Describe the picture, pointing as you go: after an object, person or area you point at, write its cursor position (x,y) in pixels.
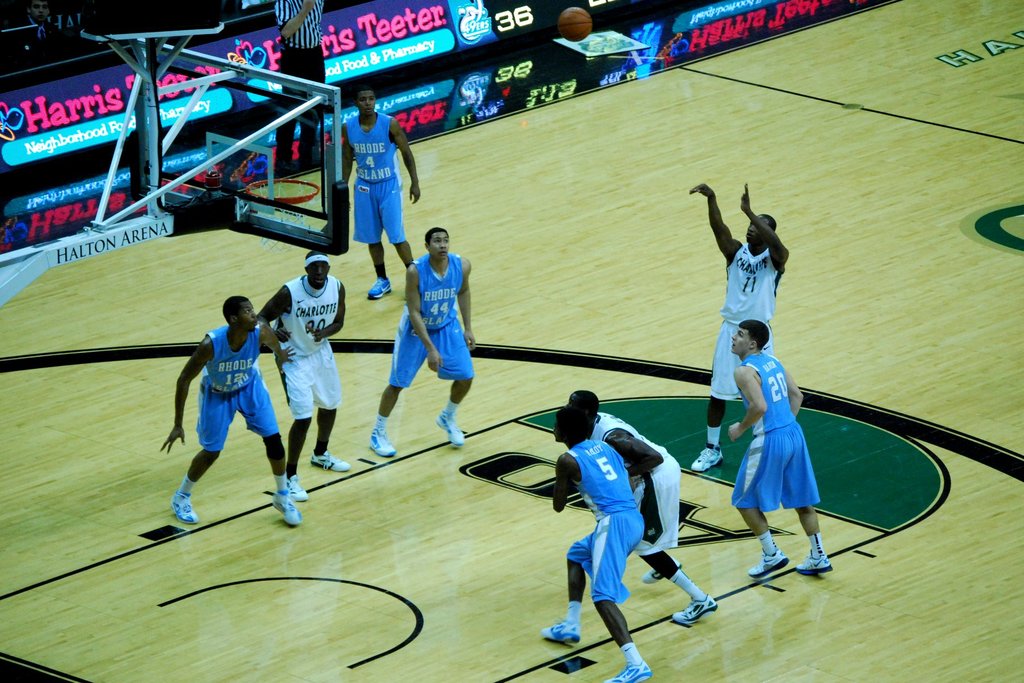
In this image I can see few people (385,432) are wearing blue and white color dresses (300,343). I can see the basketball goal post (319,186), ball (571,28) and few colorful boards (455,81).
